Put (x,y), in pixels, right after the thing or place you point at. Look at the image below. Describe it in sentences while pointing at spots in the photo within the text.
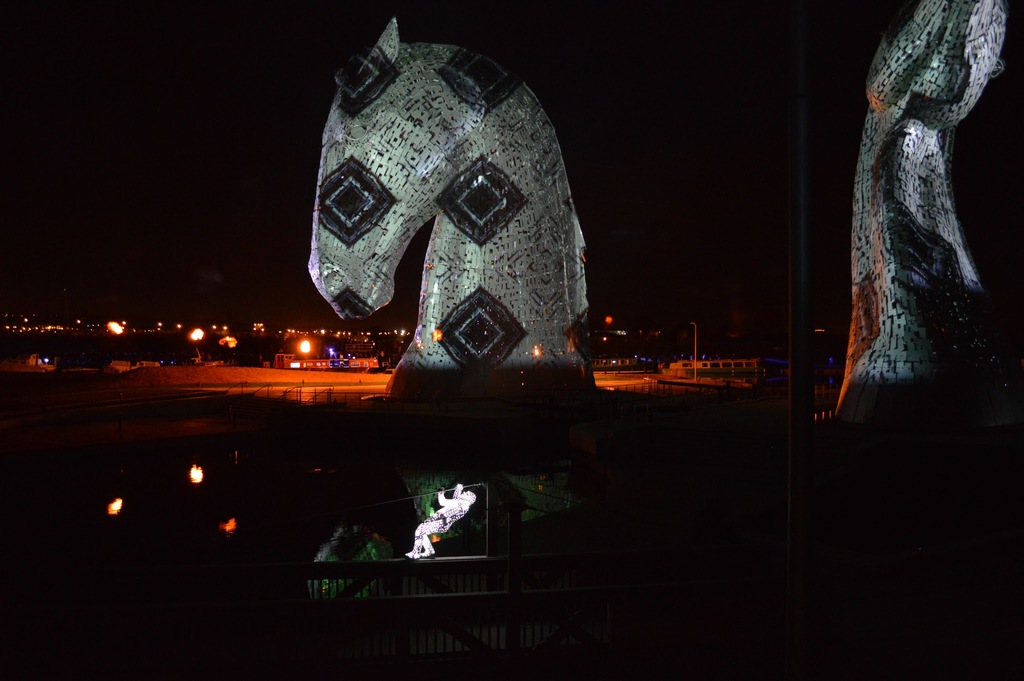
In this picture it looks like a person (458,504) in the middle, there are statues (896,219). In the background (298,366) I can see the lights (307,351), at the top (244,184) there is the sky (234,193).
